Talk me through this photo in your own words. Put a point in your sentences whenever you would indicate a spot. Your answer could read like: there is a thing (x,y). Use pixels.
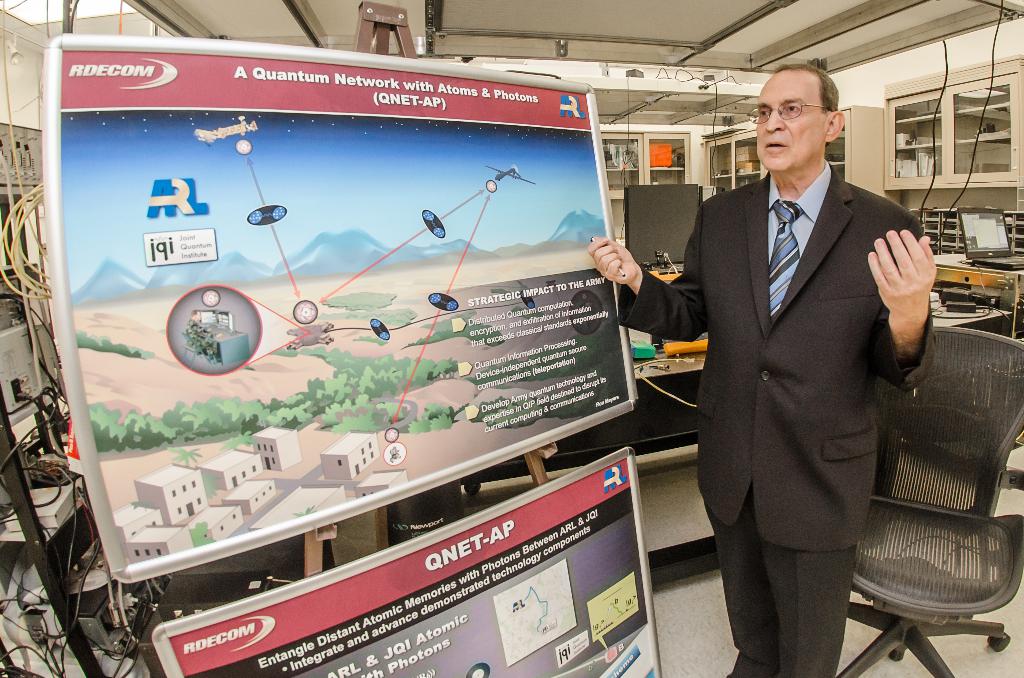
This image is clicked in a room (675,106). This room (532,266) consists of two boards (569,403), a person (737,251), system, laptop (985,246), cupboards (925,168), wires (8,195), chair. The person (755,461) is standing on the right side (798,510) and he is wearing black colour blazer (773,386). The chair (1008,427) is a black color and there are wires (42,641) on the left side (58,649).
